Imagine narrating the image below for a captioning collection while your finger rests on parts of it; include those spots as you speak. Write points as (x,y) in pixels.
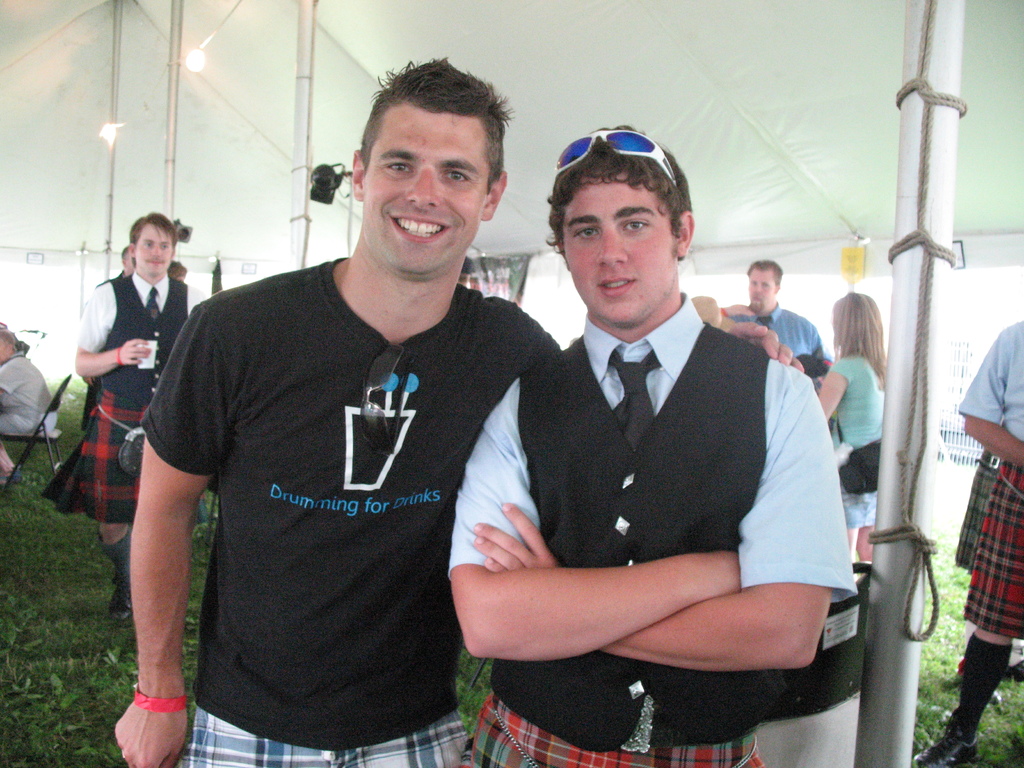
In this image we can see a few people (414,345) are standing under a tent (749,123). There is a person (38,387) who is sitting on a chair (58,400) at the center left most of the image (14,385).
